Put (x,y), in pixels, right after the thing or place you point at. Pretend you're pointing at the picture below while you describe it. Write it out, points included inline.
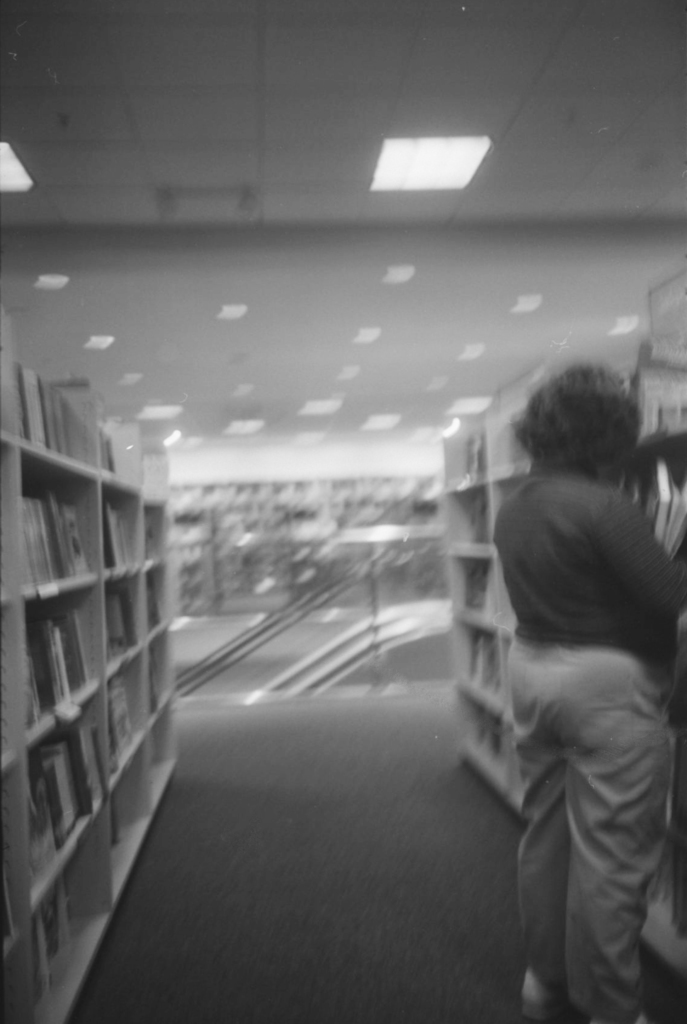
It is a black and white image and it is a inside picture of library (339,558). In this image person (594,833) is standing in front of a bookshelf (495,561). At the top of the roof (352,220) there are false ceiling lights (456,408).
